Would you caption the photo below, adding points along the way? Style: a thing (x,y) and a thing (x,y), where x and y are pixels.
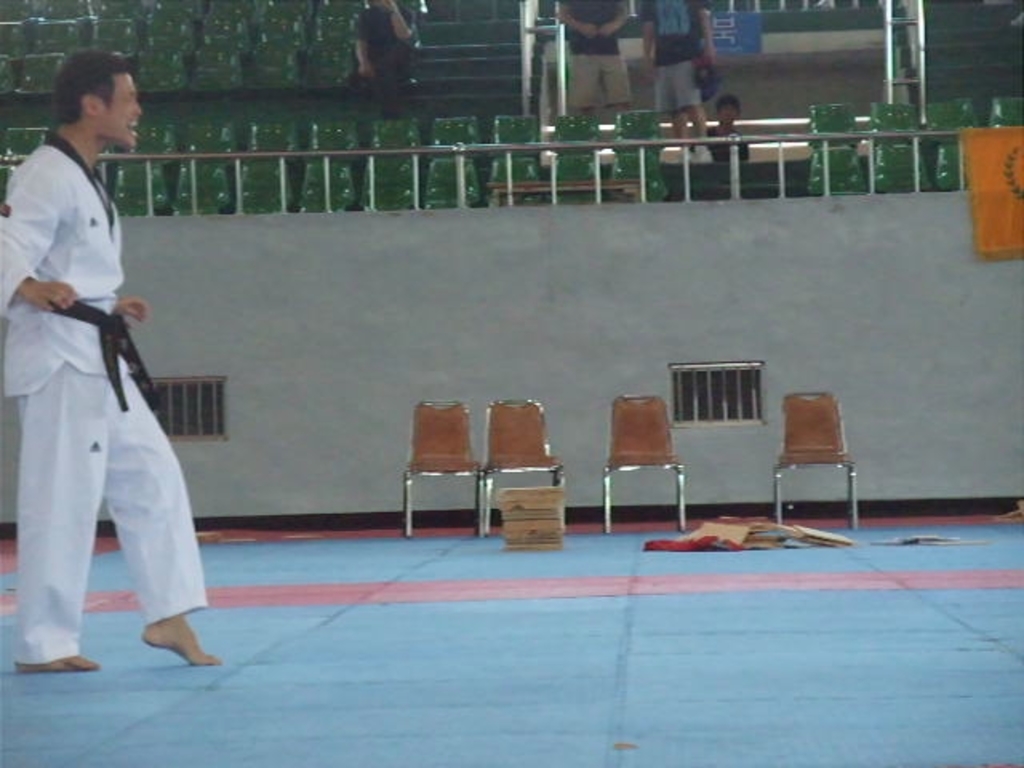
A man (103,319) is standing at the left (132,365). There are chairs (273,132) at the top (512,133).
